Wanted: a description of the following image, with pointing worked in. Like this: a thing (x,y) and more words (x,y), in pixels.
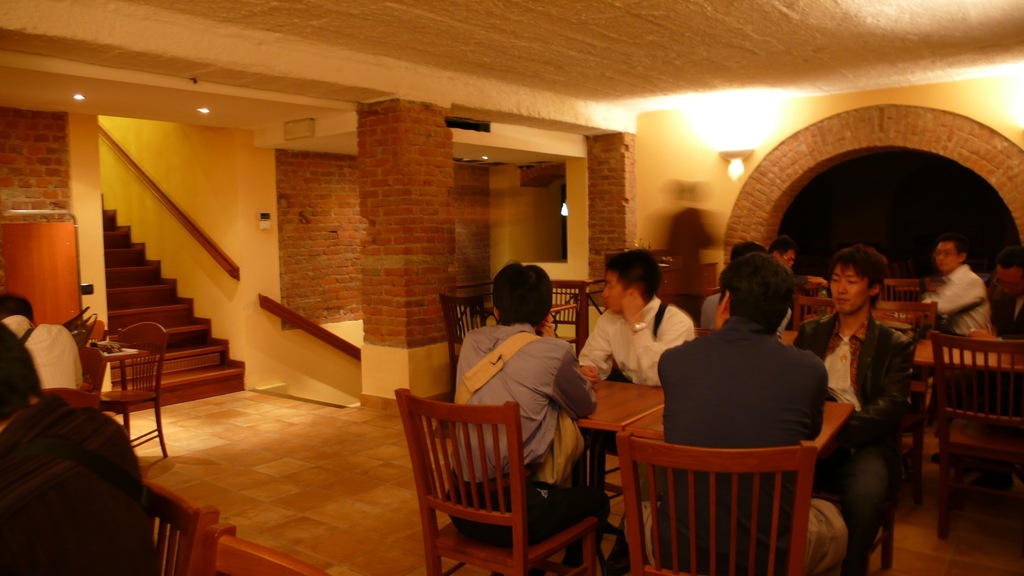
In this image it seems like a room (959,214) in which people (549,318) are sitting on the chair (638,541) and there is a table (626,414) in front of them. At the back side (690,176) there is a wall (673,166) and a lamp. In the left side (151,286) there are steps (105,229). At the background (780,241) there are few other people (963,271) who are sitting around the table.
